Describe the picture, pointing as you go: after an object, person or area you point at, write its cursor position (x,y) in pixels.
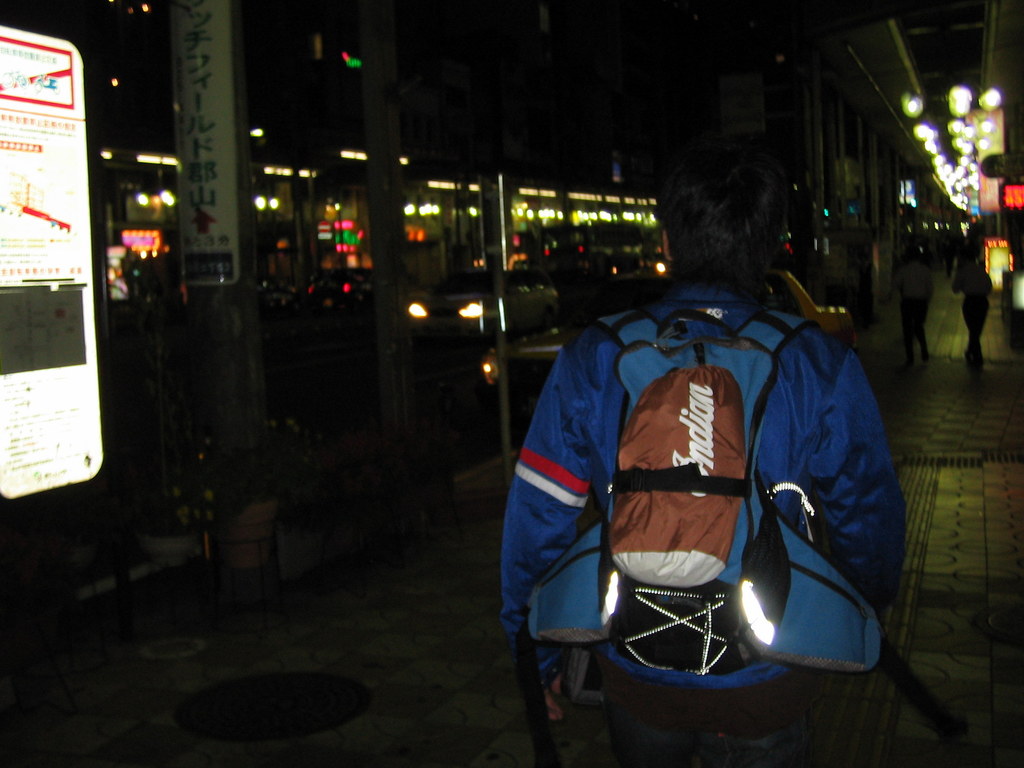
There is a person (852,372) wearing a bag (736,368) is on the road (988,440). Also there are poles (241,217), lights (950,198) and people (920,260) in the background (373,241). On the left side (58,227) there is a white board (27,285) with something written on it.
